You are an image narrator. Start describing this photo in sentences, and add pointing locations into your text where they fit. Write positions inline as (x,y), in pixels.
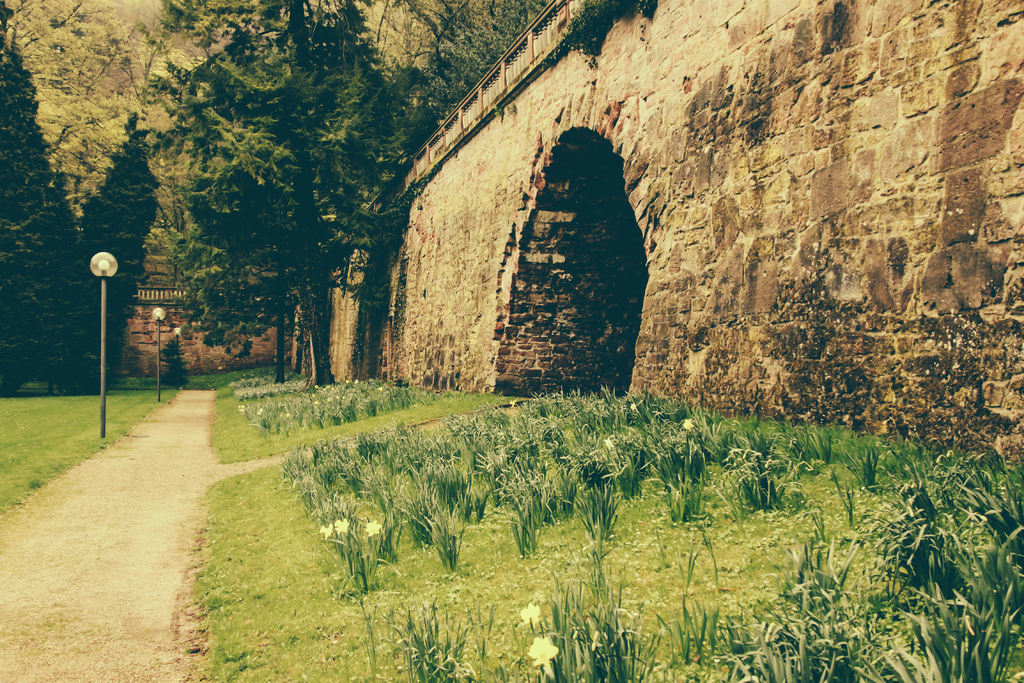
On the left side (51,607), there is a road (176,398), near lights (155,315) attached to the poles (160,362). Which are on the grass (99,428) on the ground (64,417). On the right side (864,371), there is wall (939,23) of a bridge (475,123), near plants (447,516), some of them are having white color flowers (347,528) and grass (337,426) on the ground (497,635). In the background (47,136), there are trees (252,318), there is wall (167,303) and there's grass (224,376) on the ground (199,380).
